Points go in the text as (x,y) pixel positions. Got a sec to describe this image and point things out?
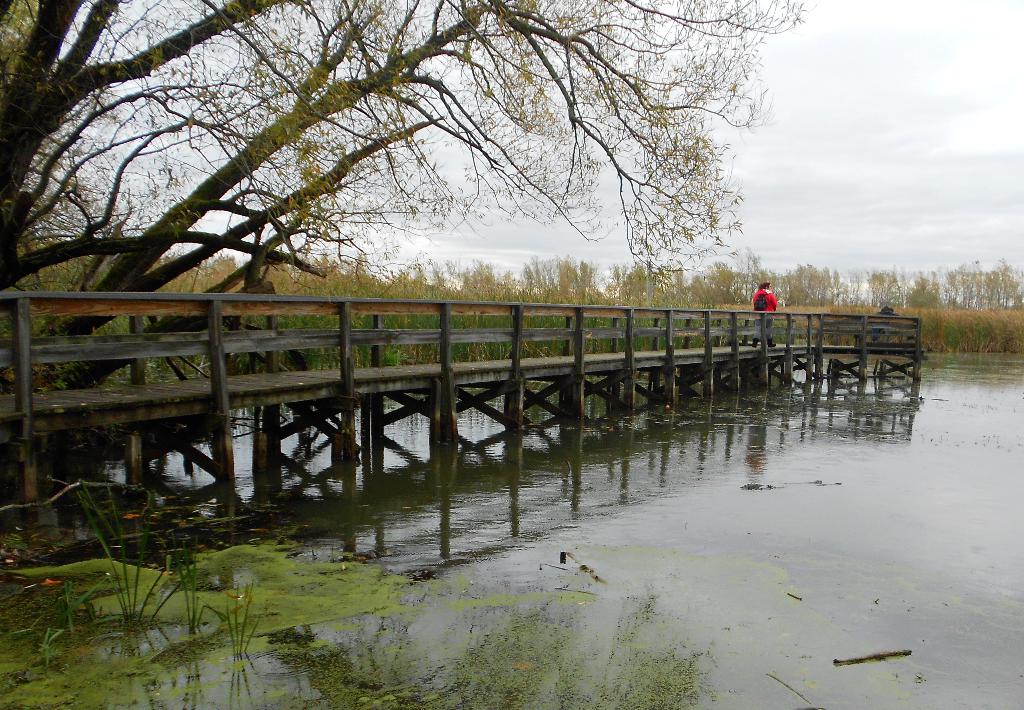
This looks like a wooden bridge (489,382). These are the water (928,510) flowing. I think this is the algae (303,670) on the water (379,632). These are the trees (897,298). Here is a person (762,289) standing on the bridge (702,356).
